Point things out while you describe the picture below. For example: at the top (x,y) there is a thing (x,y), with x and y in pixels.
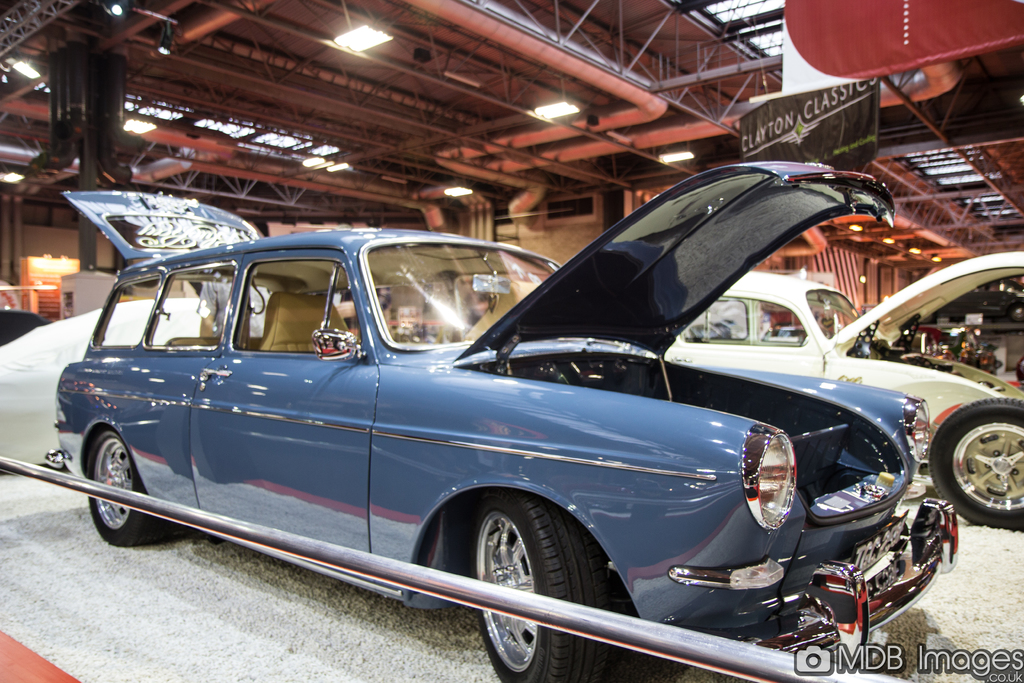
Here we can see cars (271,371) on a carpet (154,577) on the floor (464,633). In the background (80,151) there are poles (699,115), pipes (201,26), banner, lights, wall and some other items (55,313).
